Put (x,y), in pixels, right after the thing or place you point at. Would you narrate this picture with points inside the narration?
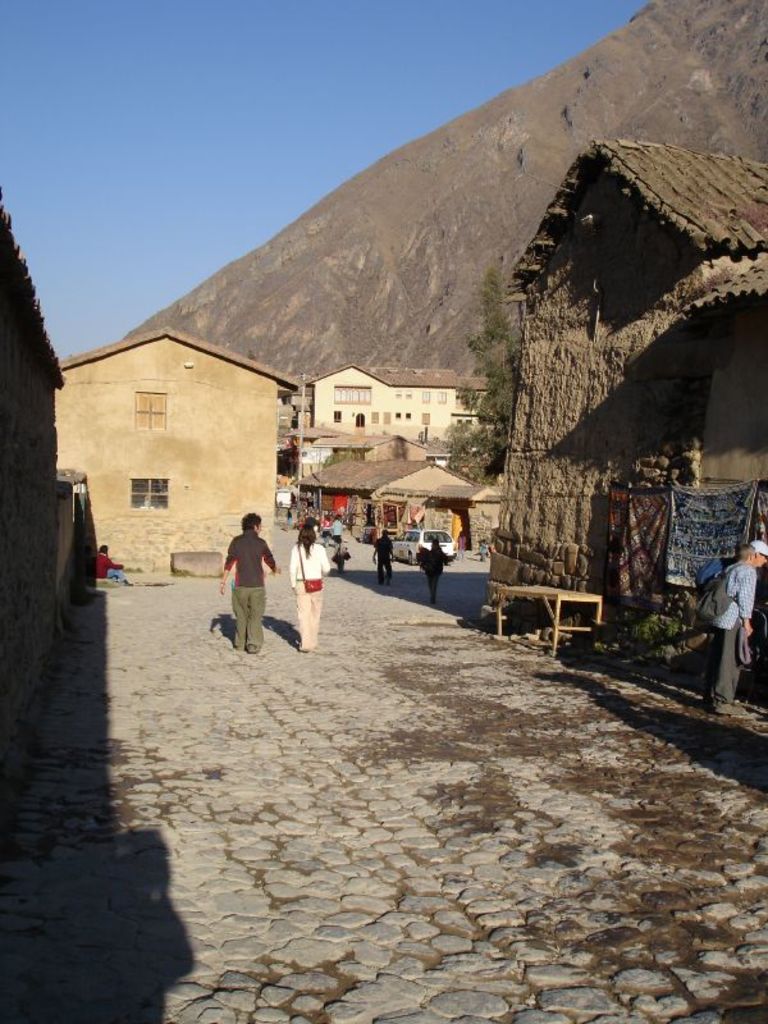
In this picture we can observe some people (297,592) walking. There are some houses (208,440). There is a bench (504,595) on the right side (550,591). In the background (373,271) there is a hill (428,211) and sky (336,80).
